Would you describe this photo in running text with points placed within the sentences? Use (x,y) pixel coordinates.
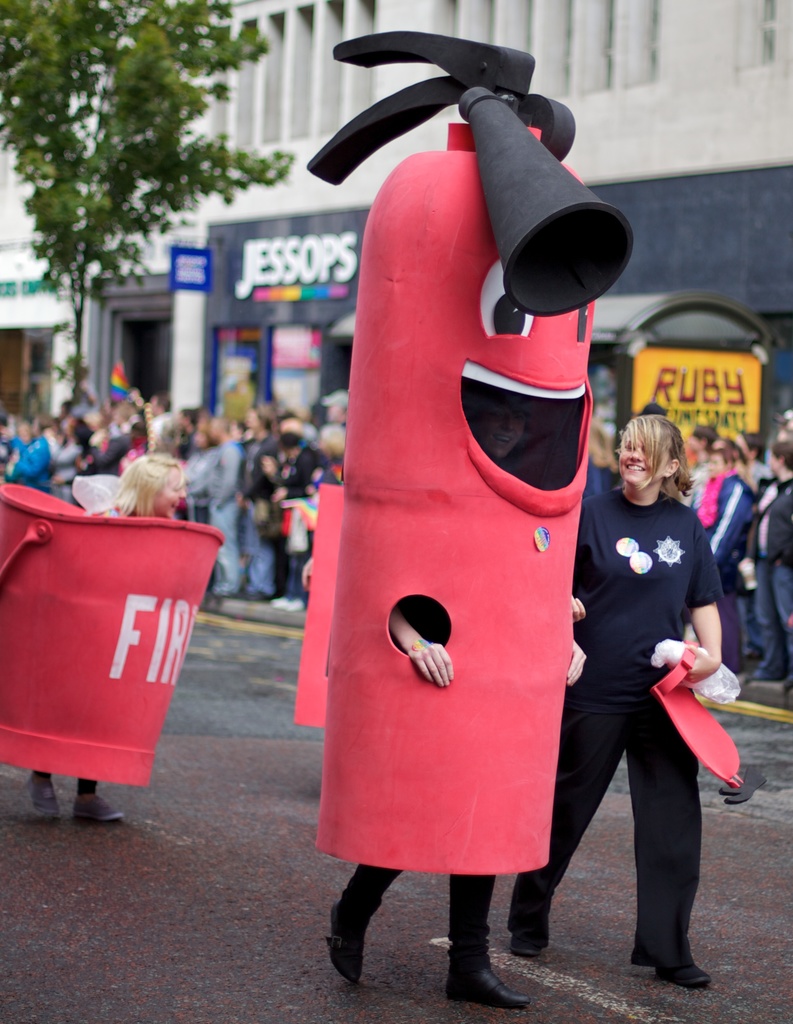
In front of the image there are a few people (360,348) dressed up in different costumes (342,545), beside them there is a woman (634,658) walking on the road (37,986), in the background of the image (776,498) there are a few people (126,447) standing on the pavement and watching, behind them there are buildings (244,209) with shops (308,215), on top of the shops (231,267) there are name boards (178,267), and there is a tree (117,106).
